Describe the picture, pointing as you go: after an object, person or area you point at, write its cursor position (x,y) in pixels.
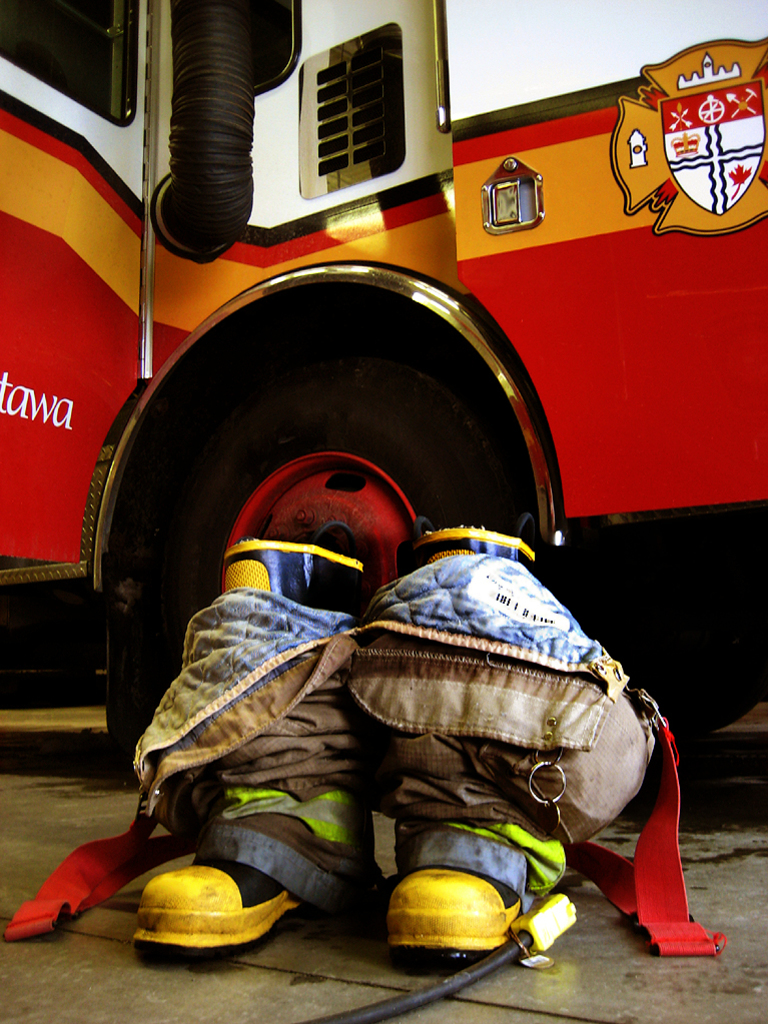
In the picture we can see a part of the truck (221,464) with a wheel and near to it on the floor (350,920), we can see a pair of shoes (400,921) which are yellow in color and some pants (412,770) around it.
